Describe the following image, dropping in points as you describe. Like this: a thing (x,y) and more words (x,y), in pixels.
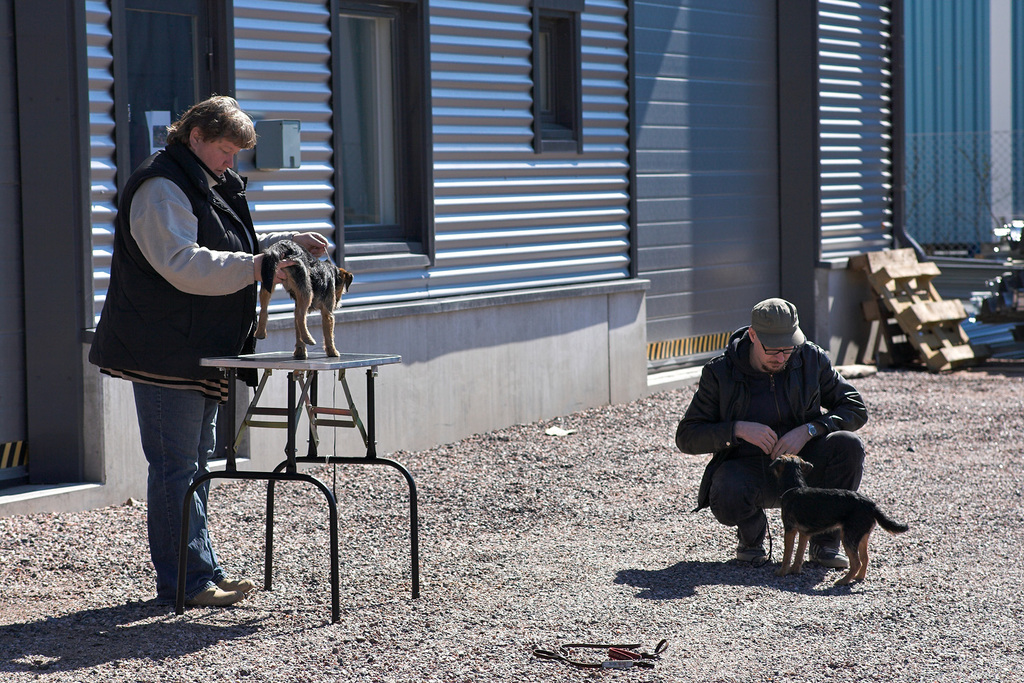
In this image a person (204,501) wearing a jacket (146,287) and he is holding an animal (311,272) which is on the table (290,358). Right side (744,448) a person (825,558) is before a animal (855,562). He is wearing a jacket (713,374), cap (777,328) and spectacles (791,350). Right side (929,363) there are few objects (1003,356) on the land (938,429). Behind there is wall (84,327) having windows (362,184) to it.
